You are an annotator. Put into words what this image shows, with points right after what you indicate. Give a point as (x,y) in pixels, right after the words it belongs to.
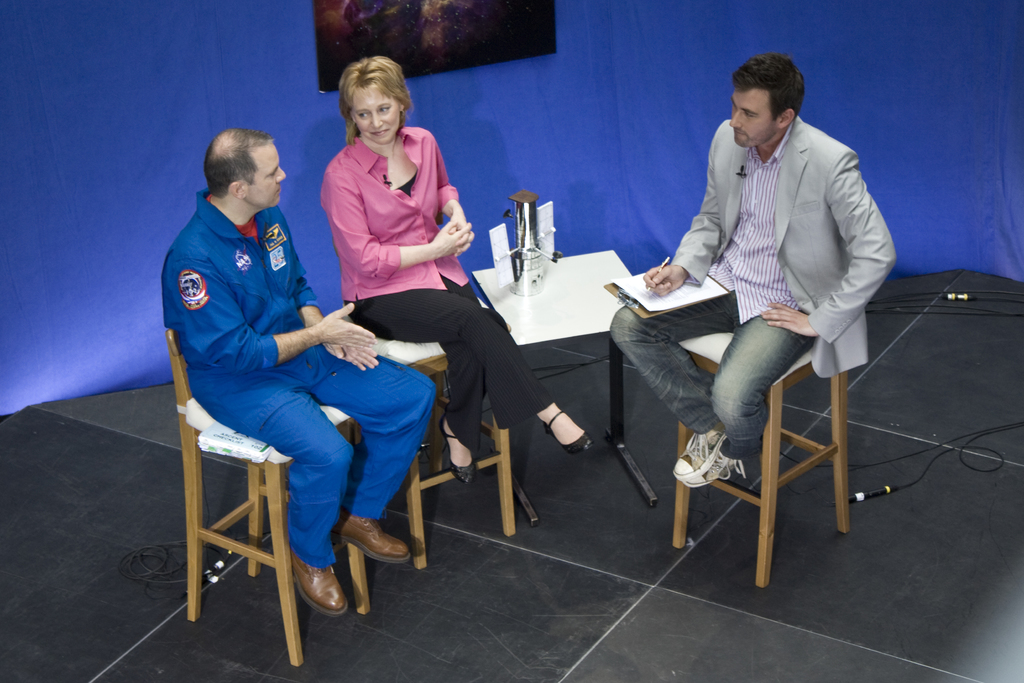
in this image the three persons (318,447) they are sitting on the chair (484,467) and the other side the table (550,327) is there and something there on the table (566,292) and they could be talking each other the back ground (976,191) is very bluish color.
